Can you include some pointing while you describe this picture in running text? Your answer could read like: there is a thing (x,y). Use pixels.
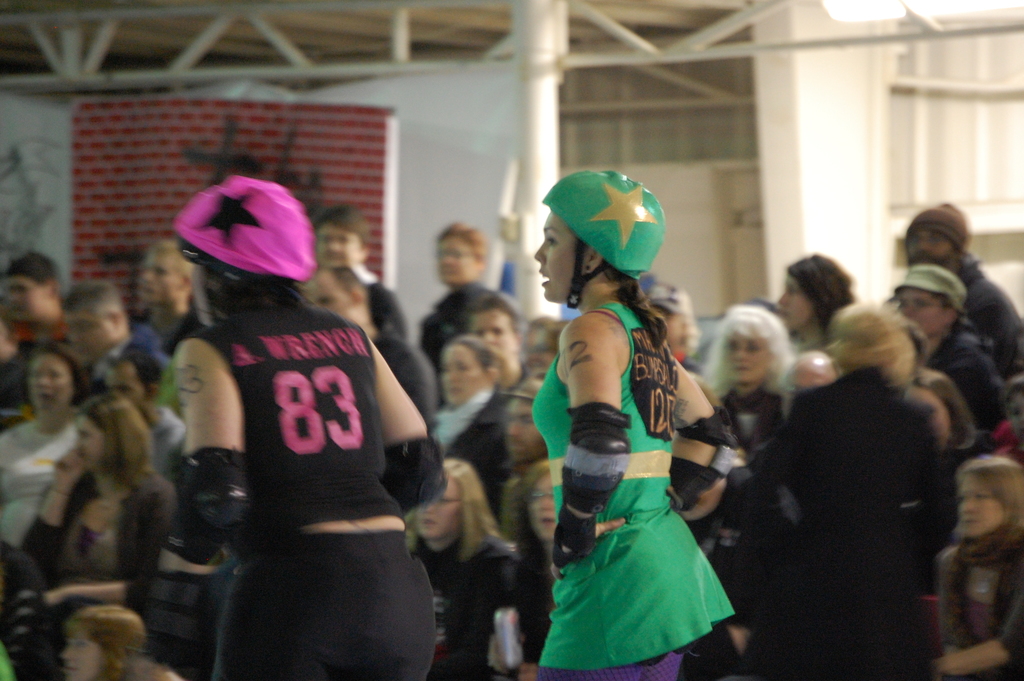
In this picture we can see two girls (614,457) wearing helmets (617,240) and standing in the front (418,597). Behind there is a group of people (902,368) looking at them. In the background (441,78) we can see white walls (824,101) and iron roof (373,50).
